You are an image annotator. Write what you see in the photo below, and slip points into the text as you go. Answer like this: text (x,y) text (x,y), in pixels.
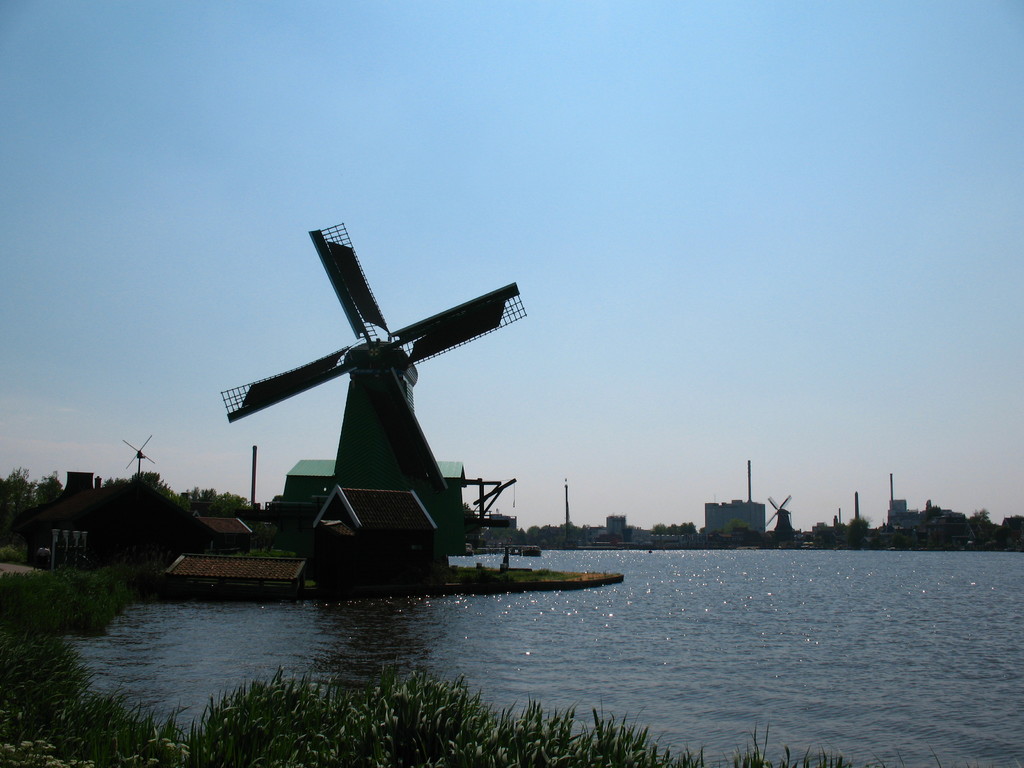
This is an outside view. At the bottom (619,641) there is a sea (553,652) and I can see few plants (287,743). In the middle of the image (384,451) there are few windmills (397,482), poles (254,455) and buildings (140,507) and also there are many trees (192,496). At the top of the image (651,160) I can see the sky (719,155).
